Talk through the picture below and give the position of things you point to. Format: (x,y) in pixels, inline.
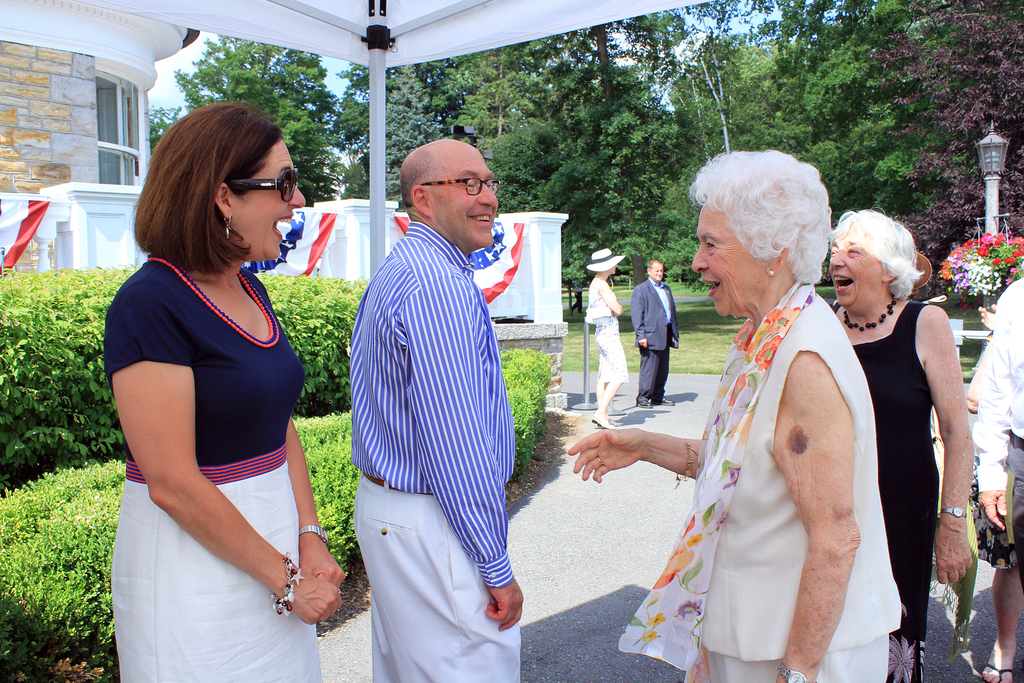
This image consists of so many persons (507,413) in the middle (404,413). There are bushes (22,334) on the left side (45,360). There are trees (836,168) at the top (552,168). There is a building (77,118) on the left side (25,69).
